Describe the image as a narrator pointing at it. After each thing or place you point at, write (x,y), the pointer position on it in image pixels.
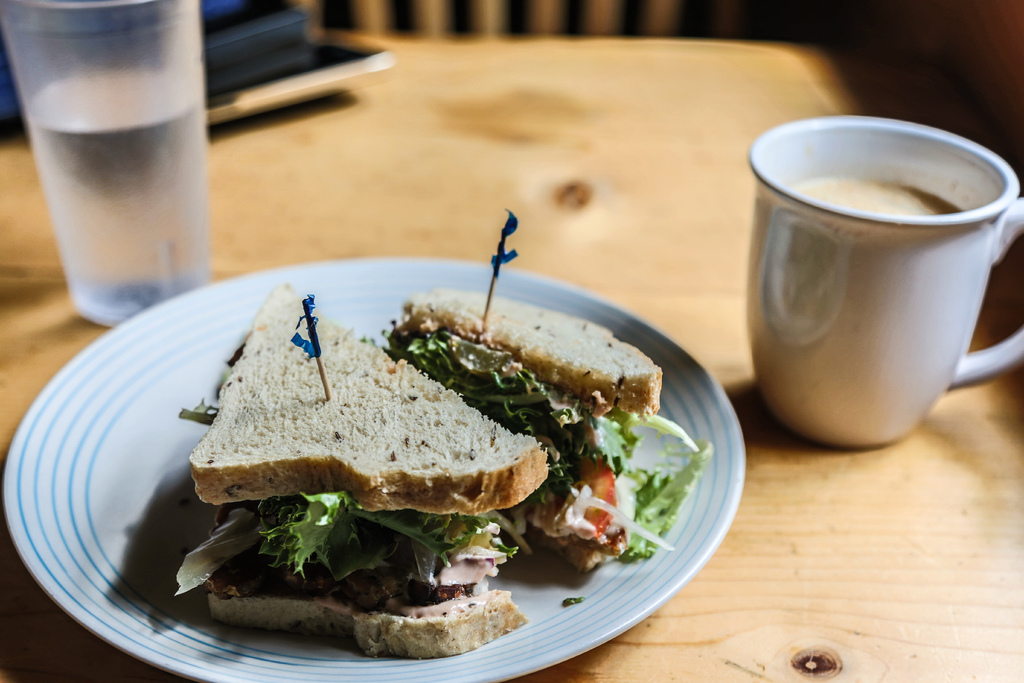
In the center of the image (407,233) there is a table (422,230) on which there is a coffee mug (843,245). There is a glass (154,182). There is a plate (148,432) in which there are food items (326,471).
